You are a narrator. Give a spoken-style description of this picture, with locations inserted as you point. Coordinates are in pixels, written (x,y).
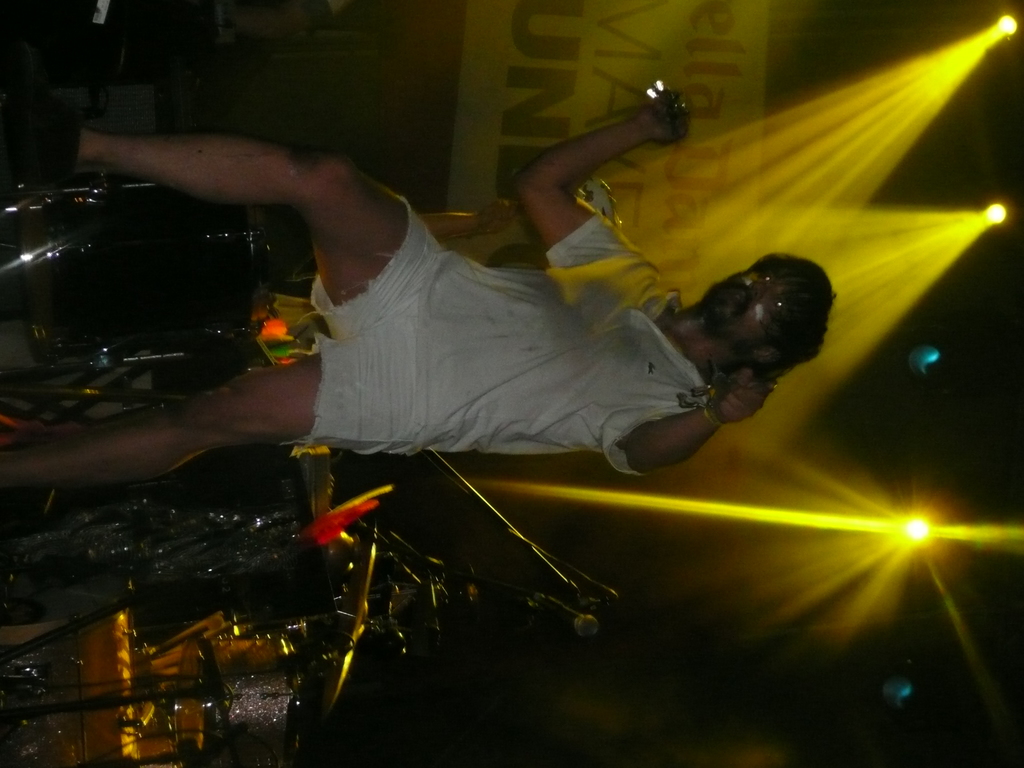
In this image we can see a person (706,377) holding an object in his hand (647,122) is standing. In the background (251,689), we can see some musical instruments (277,669). In the right side of the image (990,540) we can some lights (873,186). At the top of the image (585,64) we can see a banner (581,24) with some text (652,60).
